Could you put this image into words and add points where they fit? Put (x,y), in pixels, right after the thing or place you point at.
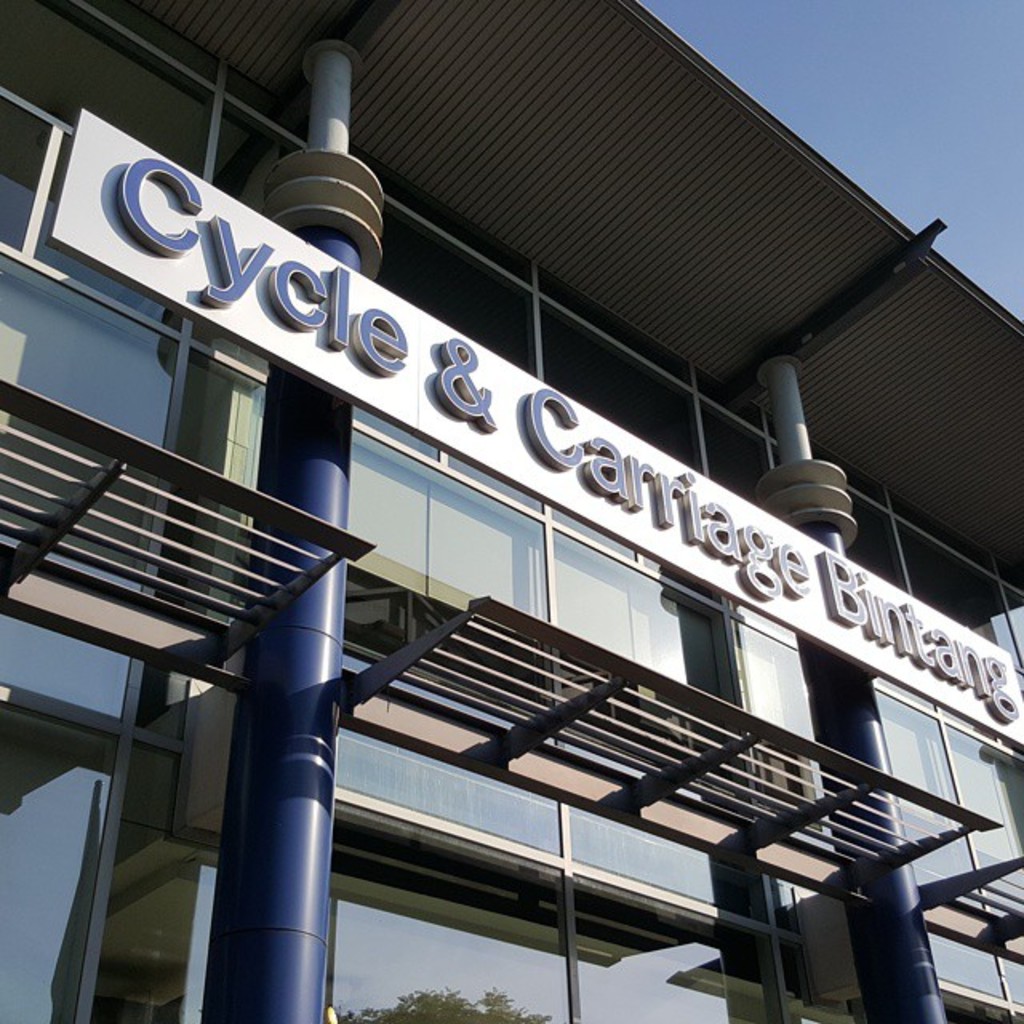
This image is taken outdoors. At the top of the image (865,76) there is sky (900,96). In the middle of the image (535,516) there is a building (535,885). There are two pillars (322,792) and there is a board (928,630) with a text (314,273) on it.
